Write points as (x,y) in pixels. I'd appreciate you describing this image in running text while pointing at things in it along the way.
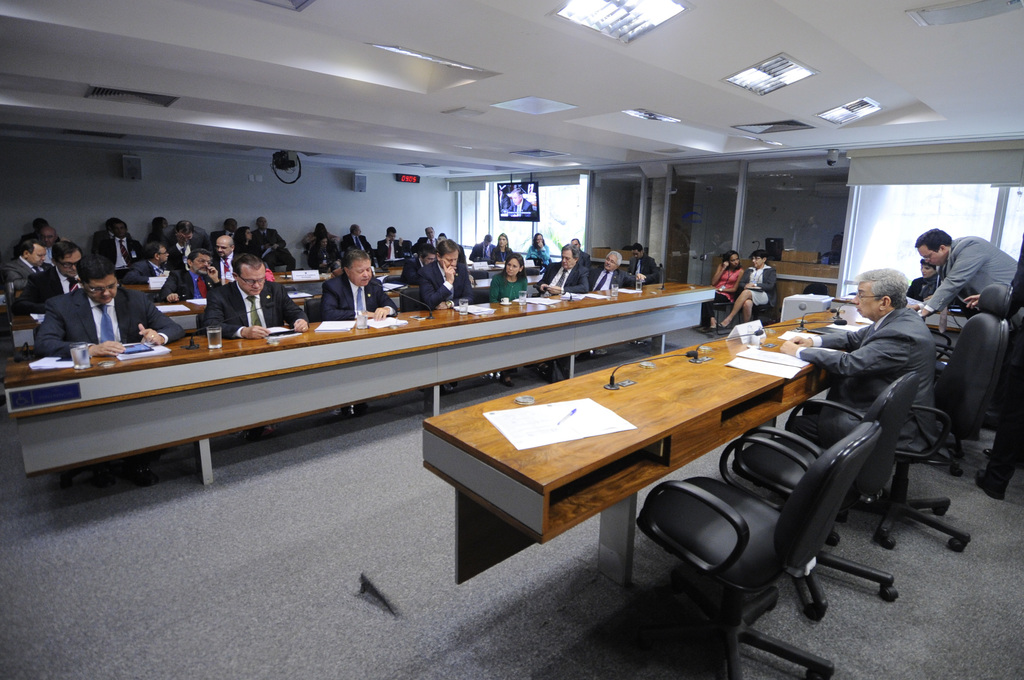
At the top (647,54) we can see ceiling (609,68) and lights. this is a television (539,190). Here we can see cabins (795,224). We can see persons (887,335) sitting on chairs (1004,301) in front of a tables (684,286) here and on the tables (430,331) we can see water glasses (207,338), paper (565,426), pens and mike's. This is a floor (320,476). We can see two persons (741,281) sitting near to this table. we can see one person (962,265) is standing here.
